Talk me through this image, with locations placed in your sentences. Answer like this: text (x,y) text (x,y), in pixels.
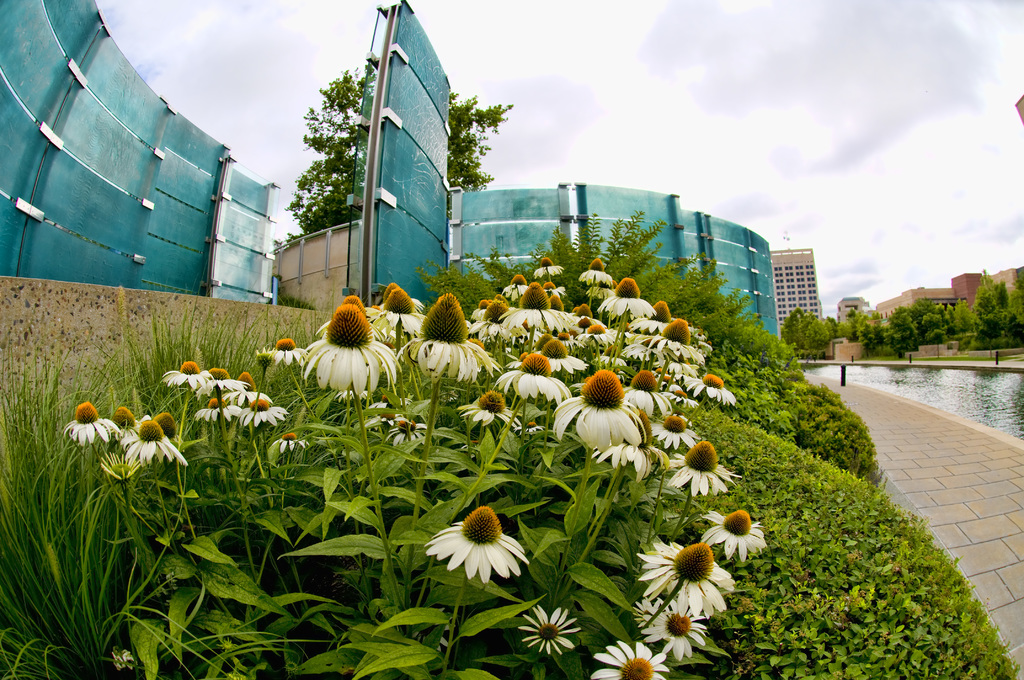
In this image we can a few buildings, there are some plants (685,452), flowers (665,426), trees (814,356), water (871,384), poles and the wall (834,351), in the background (813,205) we can see the sky (613,158) with clouds (606,155).
